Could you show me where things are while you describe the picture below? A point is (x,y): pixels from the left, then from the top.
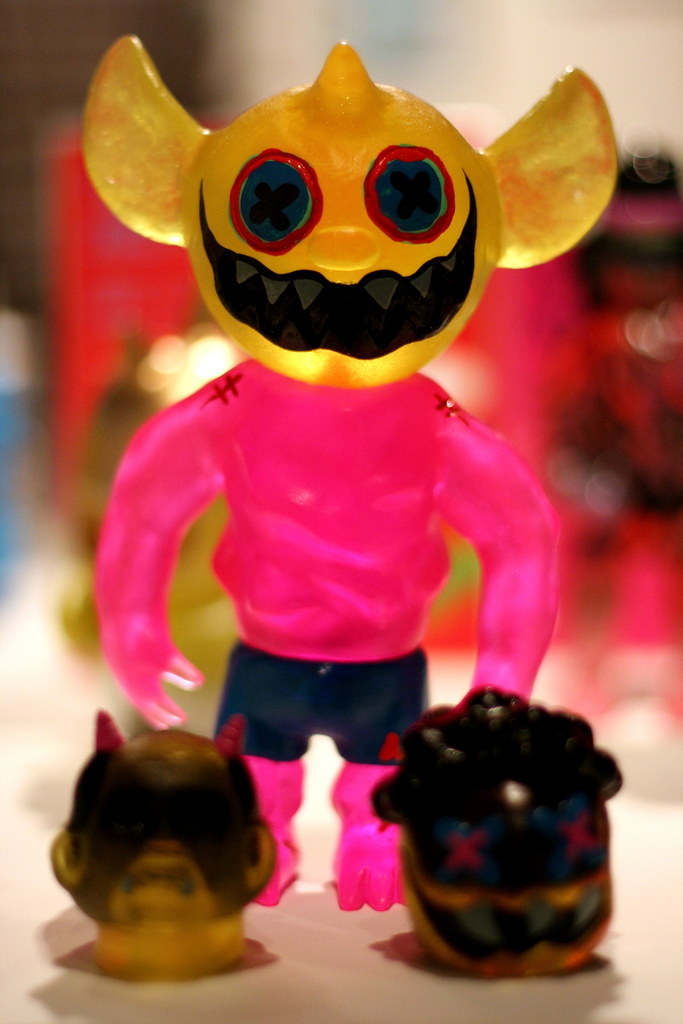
In the center of the image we can see one cream color object (307,976). On that object (326,945), we can see toys (352,790). In the background (64,520), we can see it is blurred.
